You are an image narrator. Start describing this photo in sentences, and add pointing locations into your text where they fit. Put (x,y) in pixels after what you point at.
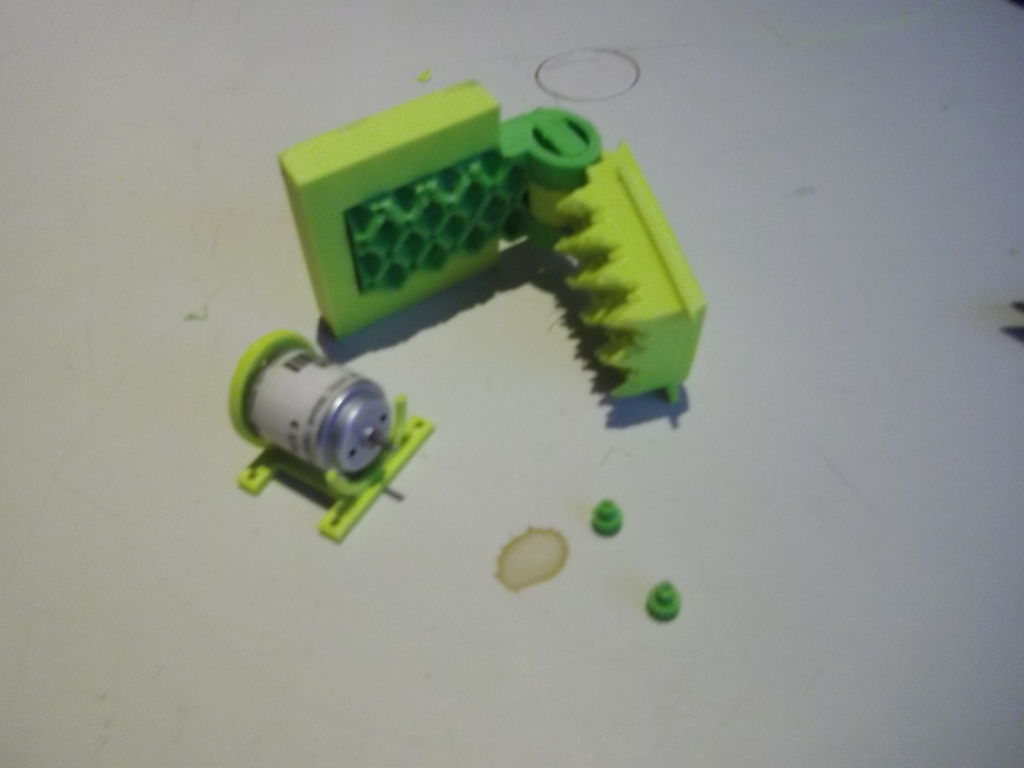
In this picture there are objects (598,217) on the floor (744,312). At the bottom (171,545) there is a white floor (763,372) and there is a stain (531,554) on the floor (449,566).
